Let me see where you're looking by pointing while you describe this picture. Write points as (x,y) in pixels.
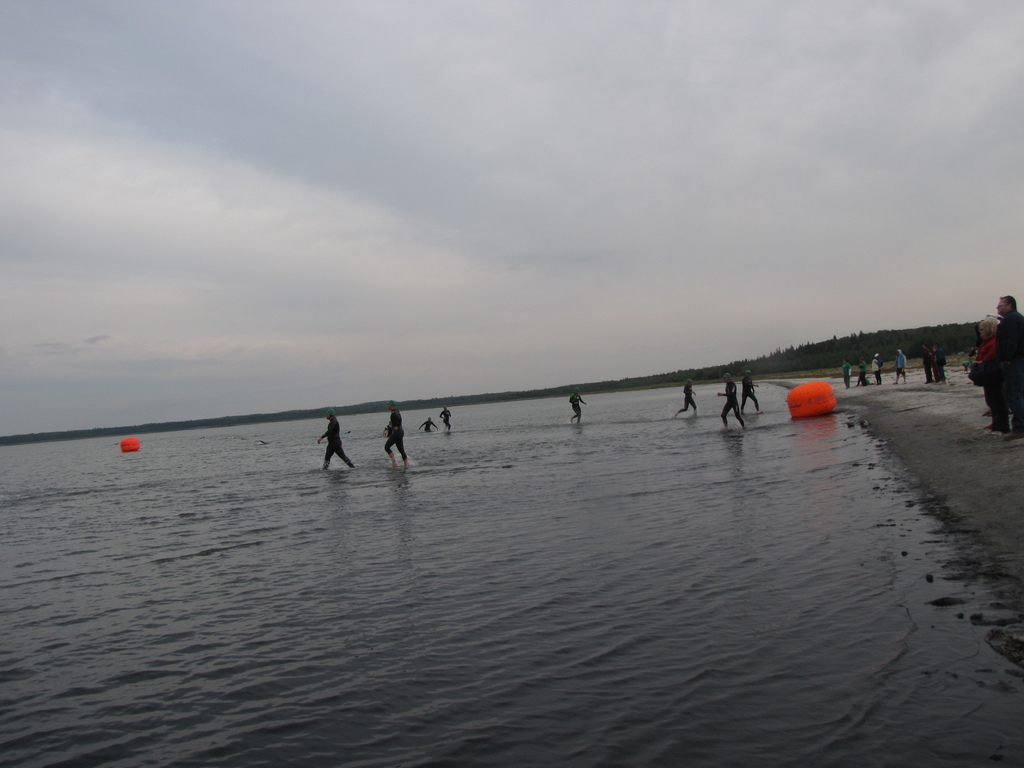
In this at the bottom (443,569) there is a beach (325,607), and in the beach (356,421) there are some people (350,463) playing and on the right side of the image (899,371) there are some people (974,360) standing and there is sand (916,431) and there are some orange color objects (824,389) in the beach (772,451). In the background (210,426) there are some mountains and trees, at the top (661,225) there is sky (389,282).
